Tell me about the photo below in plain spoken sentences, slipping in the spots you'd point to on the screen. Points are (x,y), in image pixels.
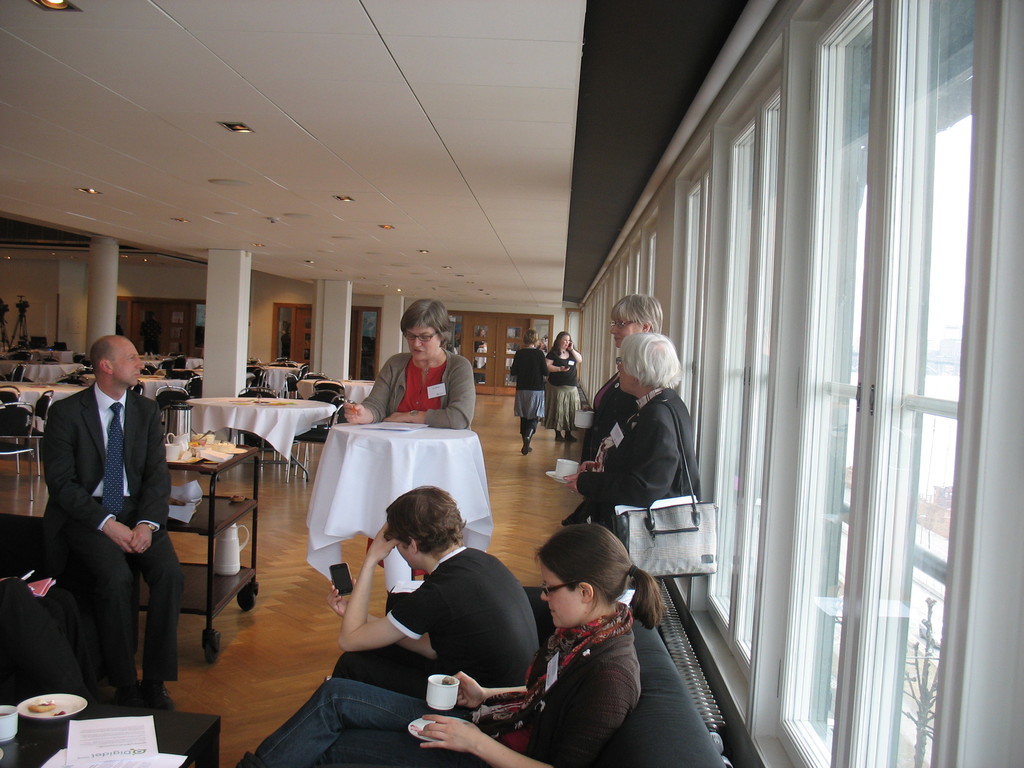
This image is clicked in a restaurant (186,260). There are many people (160,416) in this image. In the front (638,651), the women (511,709) wearing brown dress (555,733) and holding a cup (436,702) in her hand (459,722), is sitting in the sofa (666,708). To the right (935,365), there are windows (932,285). In the background (231,300), there are doors (530,323), pillars (91,314), and walls (269,328).
